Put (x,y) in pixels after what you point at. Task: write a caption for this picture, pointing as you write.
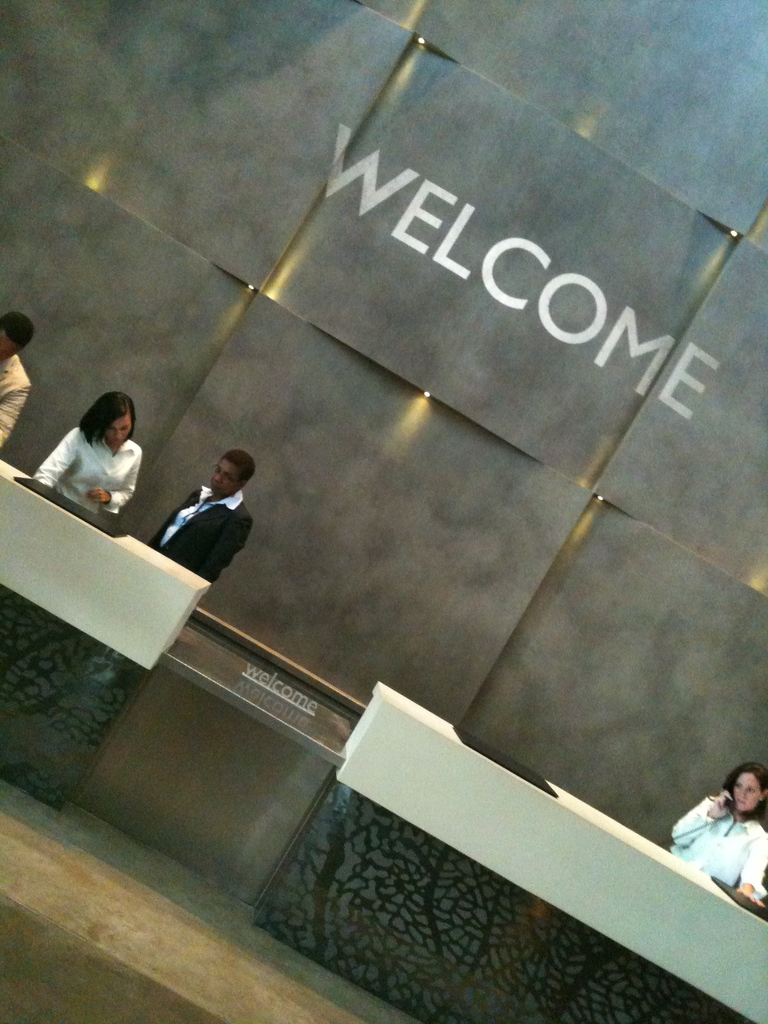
In this image we can see some people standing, and a person (719,840) on the right side (736,791) holding a telephone (726,793) and in the background (738,361) I can see a text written on the wall (647,420).
